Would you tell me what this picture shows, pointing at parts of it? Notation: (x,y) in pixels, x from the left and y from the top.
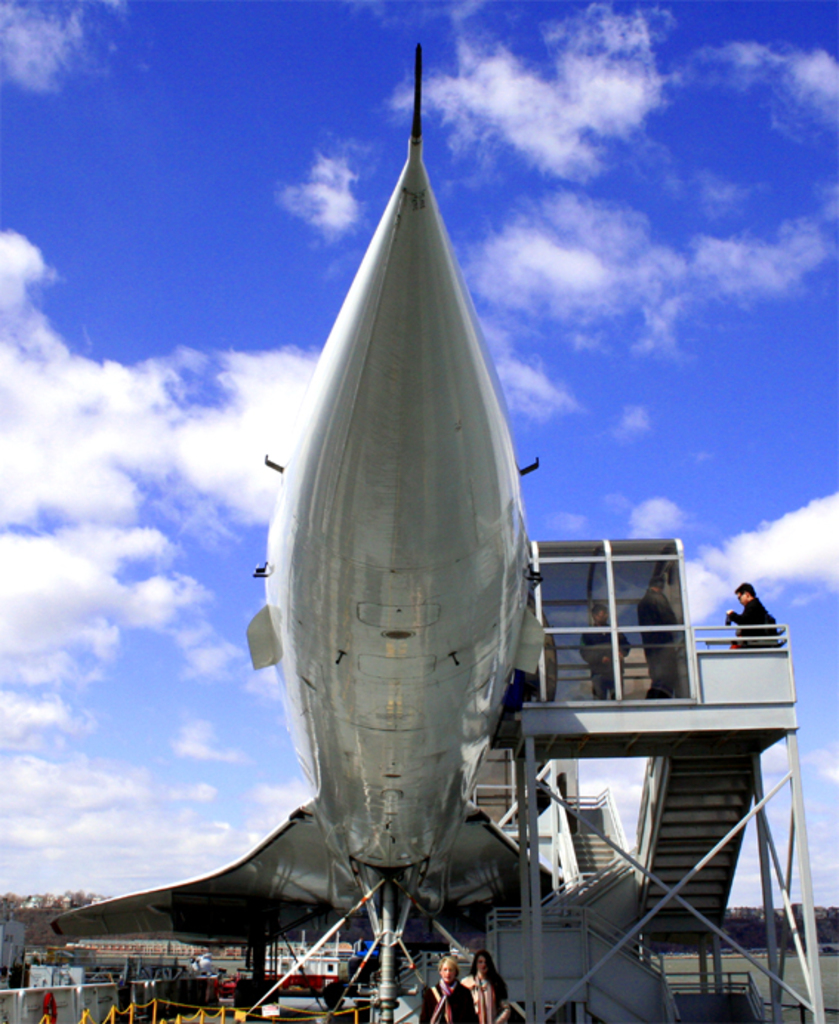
In the image we can see parked jet (313,615) and there are people (604,624) wearing clothes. Here we can see stairs (722,822), trees (753,919) and the cloudy blue sky (71,367).
